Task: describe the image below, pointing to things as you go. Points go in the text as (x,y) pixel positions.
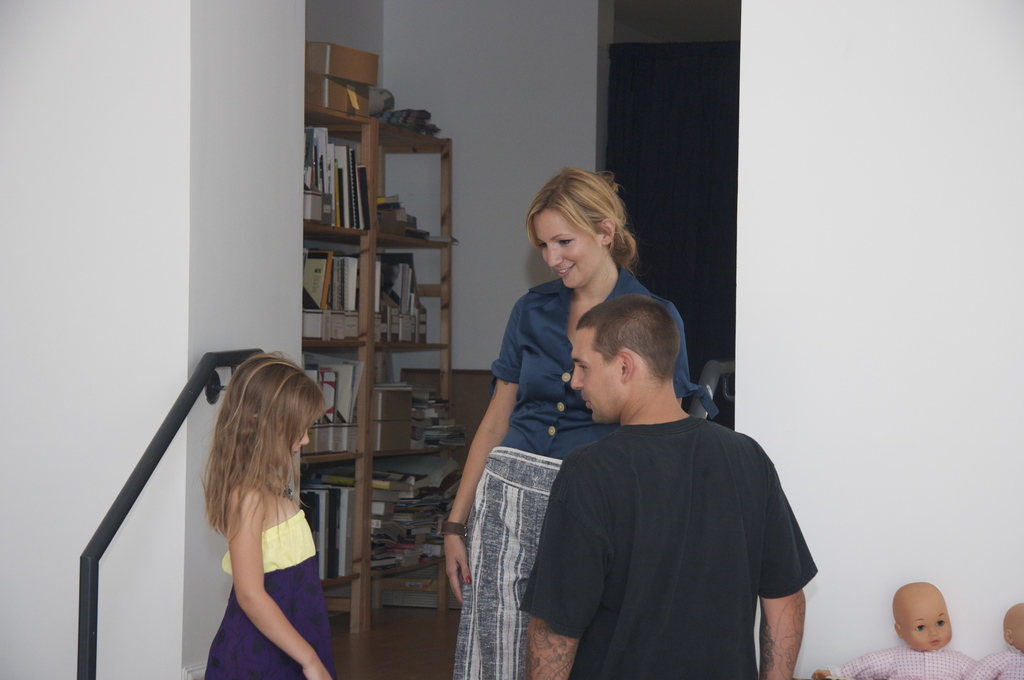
This picture seems to be clicked inside the room (802,367). On the right corner (911,660) we can see the dolls (938,637). In the center (620,394) we can see a person (629,437) wearing black color dress (685,543) and standing and we can see a woman (520,308) wearing blue color shirt (542,348), smiling and standing and we can see a girl (281,510) standing. On the left corner (233,357) we can see a black color metal rod (197,381). In the background (524,117) we can see the wall (464,327), wooden rack (371,157) containing books (326,509) and many other objects (326,448).
